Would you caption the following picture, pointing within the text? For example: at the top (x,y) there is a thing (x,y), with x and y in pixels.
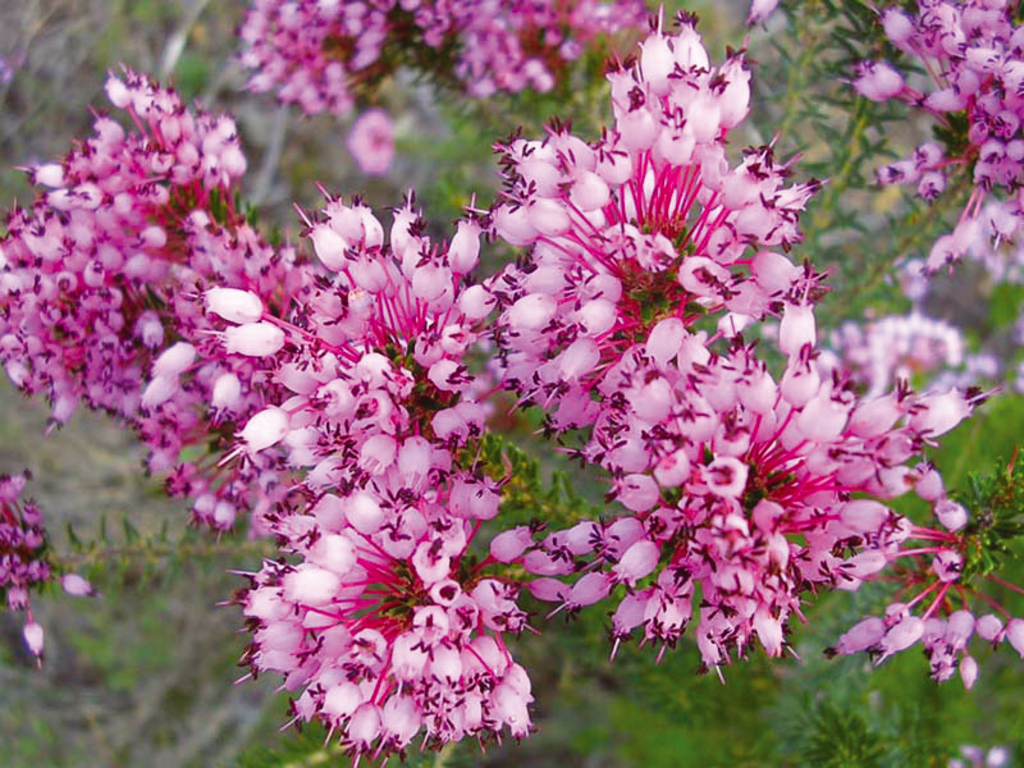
In this image, we can see some plants (717,434) with flowers (409,490).
